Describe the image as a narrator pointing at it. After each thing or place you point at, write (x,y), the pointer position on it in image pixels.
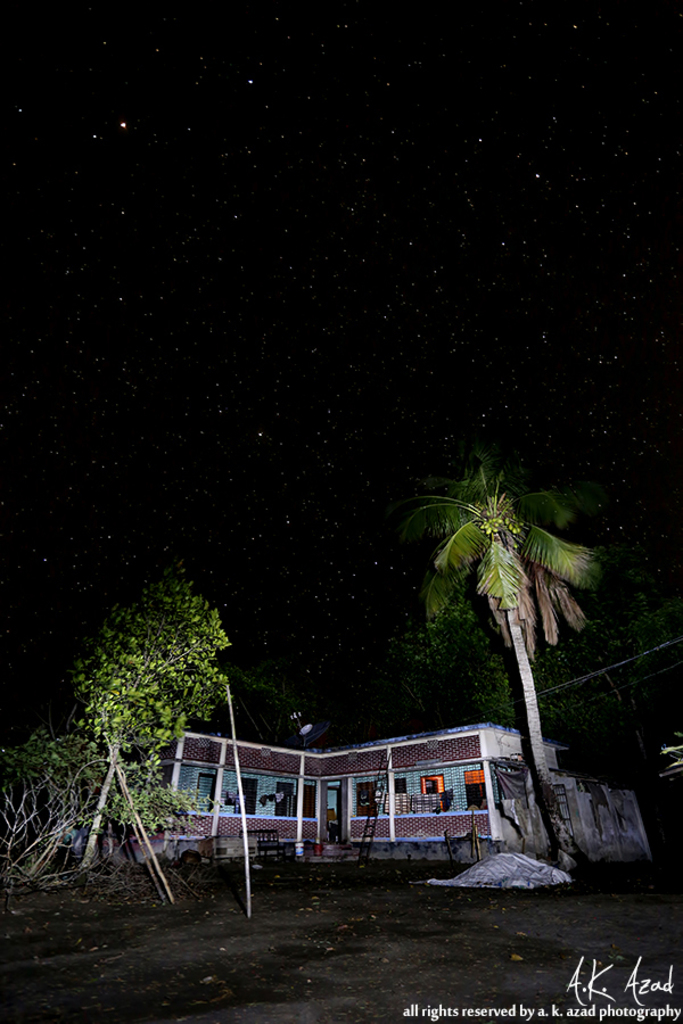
At the bottom of the image (103,794) there are some trees (115,631). Behind the trees (21,754) there is building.
